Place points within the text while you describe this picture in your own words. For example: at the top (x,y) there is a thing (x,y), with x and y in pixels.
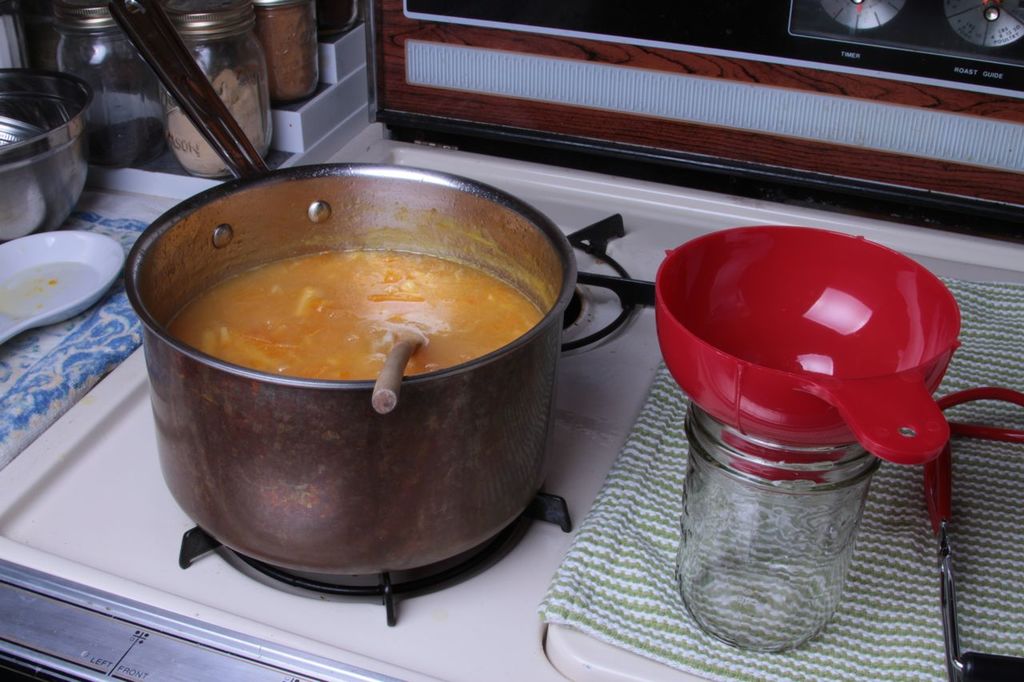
In this picture we can see food (364,270) in a bowl (292,219) on the stove (395,22), jars (181,134), bowls (5,193), spoons (402,353), clothes (973,468) and objects (943,283).
